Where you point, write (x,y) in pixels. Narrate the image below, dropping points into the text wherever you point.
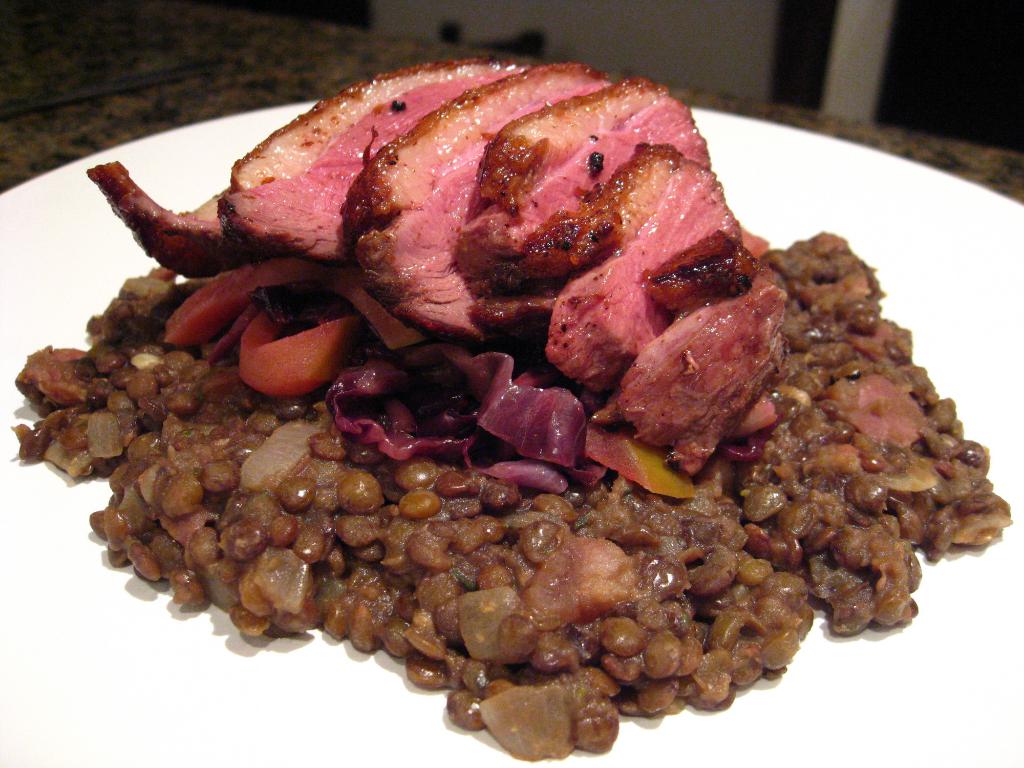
In the foreground of the picture (710,154) we can see a food item (661,312) in a plate (959,287). At the top (301,101) we can see table (247,78) and other object (611,30).
